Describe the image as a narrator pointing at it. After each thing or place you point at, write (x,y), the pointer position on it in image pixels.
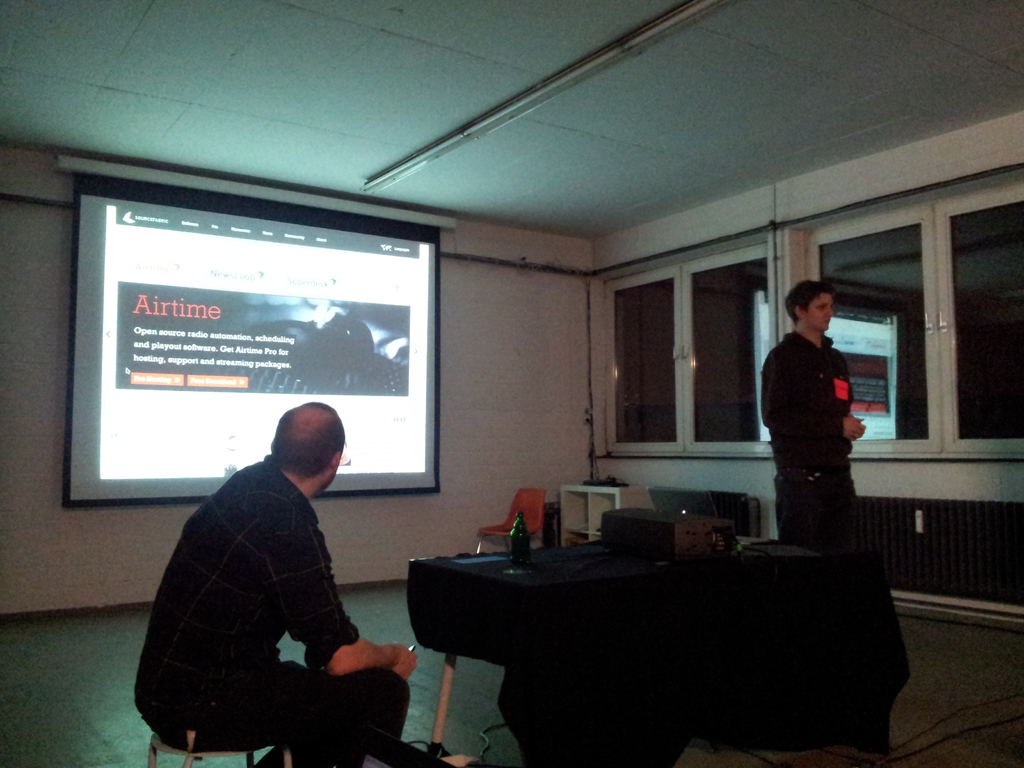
In this image I can see one person (357,654) sitting on a stool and there is an other person (789,496) standing. There is a table (753,672) and there are some objects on it. There is a chair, wall (475,345), ceiling (468,193) and there are glass windows (766,270). Also there are some objects (417,763) on the floor (417,685).
